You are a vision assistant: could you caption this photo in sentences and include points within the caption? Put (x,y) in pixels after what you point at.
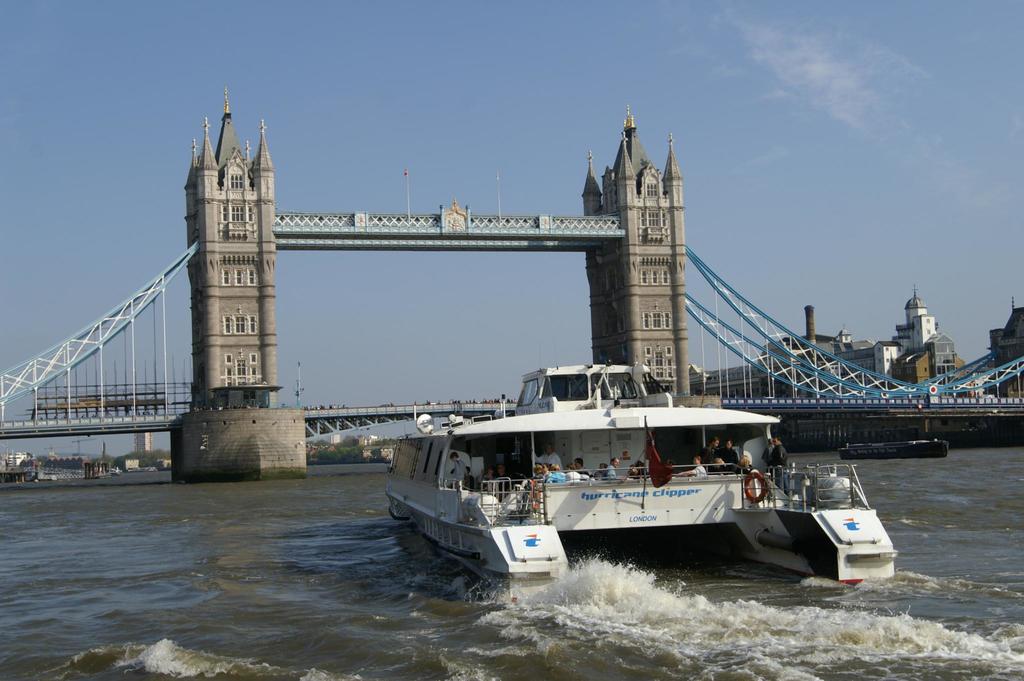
In the foreground of this picture (653,524), there is a ship (510,523) on the water (350,593). In the background (275,235), there is a bridge (196,336) with flags (404,175) on it and also in the background (904,337), we can see building (910,345), trees (326,453), sky (997,274) and the cloud (804,93).
